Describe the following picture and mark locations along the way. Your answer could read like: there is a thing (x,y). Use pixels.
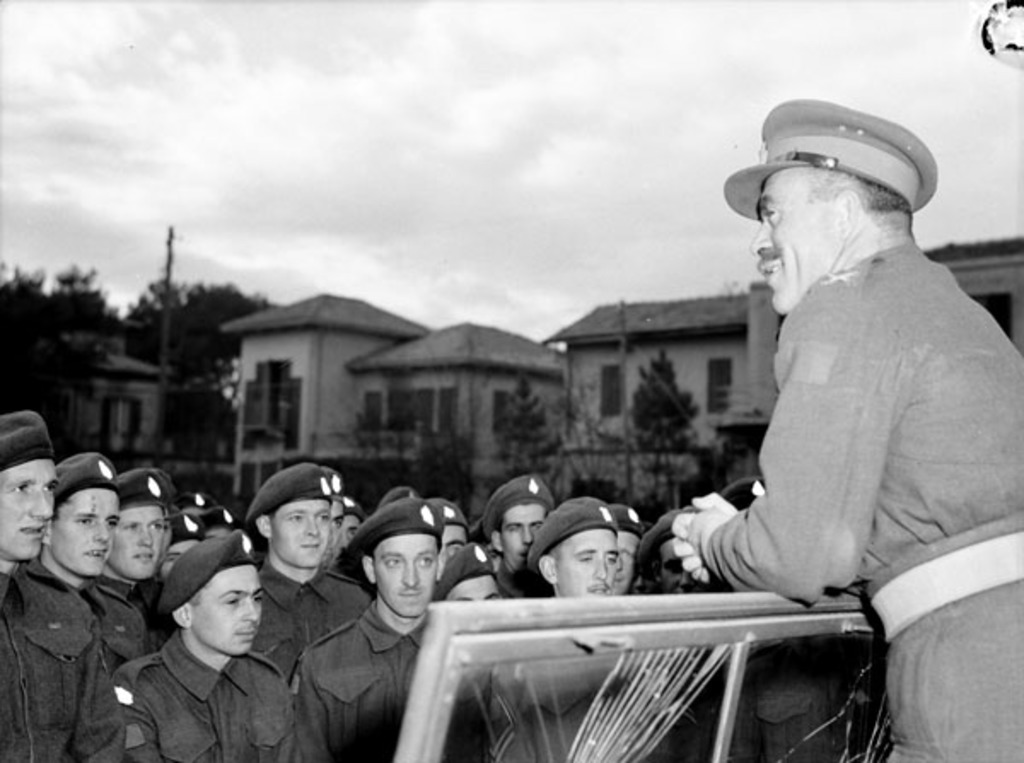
In this image we can see there are people (509,496) standing on the ground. And there are trees (200,351), buildings (372,386), pole (165,313), wooden object (545,614) and the sky (493,115).
